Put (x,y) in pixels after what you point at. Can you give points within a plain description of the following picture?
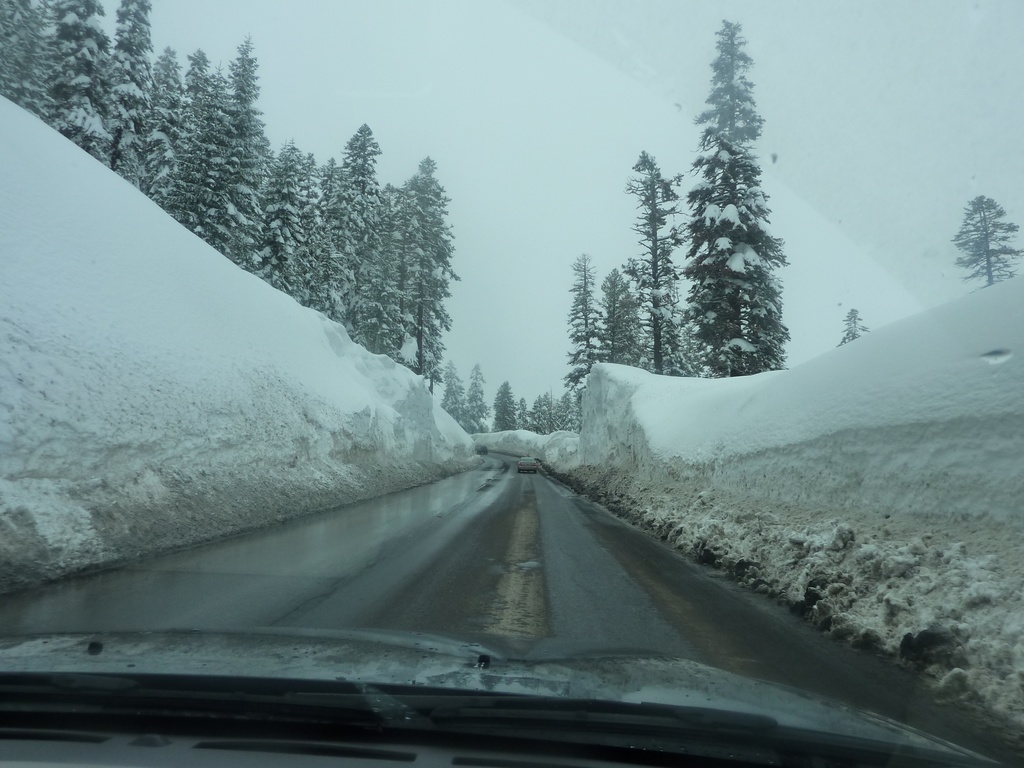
In this image there is a road (419,570). There are snow walls (880,566) on the both sides. There are trees (250,242) and snow (32,142). There is sky (501,129) in the background (659,155).
